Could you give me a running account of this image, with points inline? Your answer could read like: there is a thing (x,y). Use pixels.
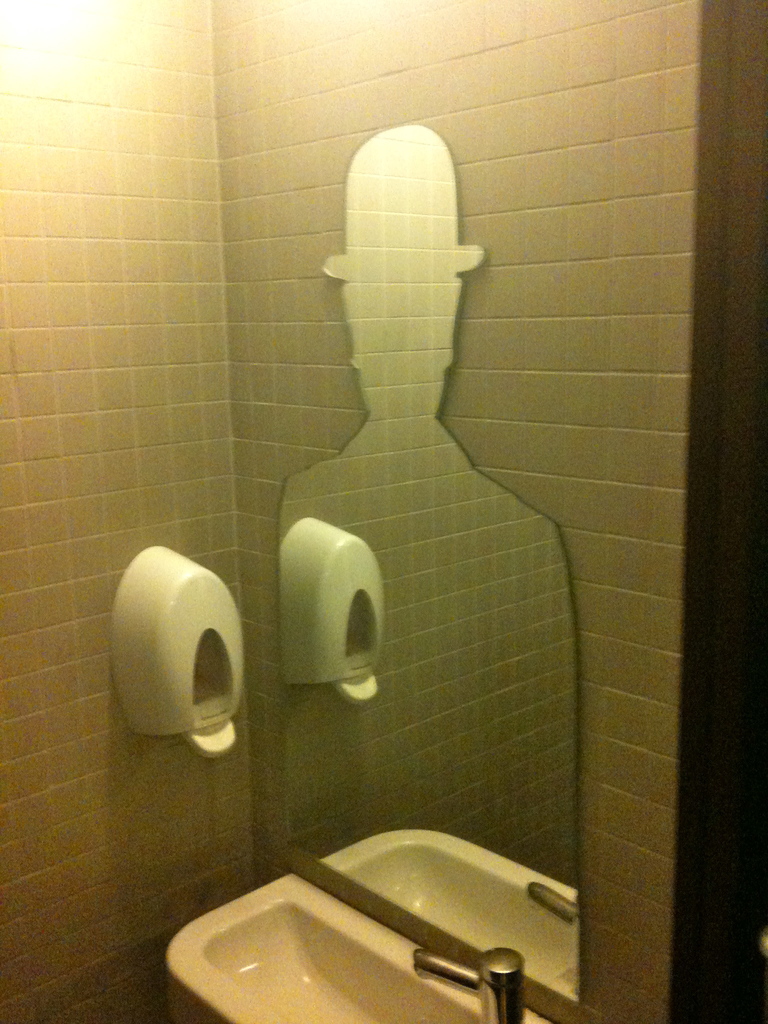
In this picture there is a sanitary equipment (505,1012) at the bottom side of the image (182,1000) and there is a mirror (464,596) on the wall (295,304) in the center of the image (437,624).
